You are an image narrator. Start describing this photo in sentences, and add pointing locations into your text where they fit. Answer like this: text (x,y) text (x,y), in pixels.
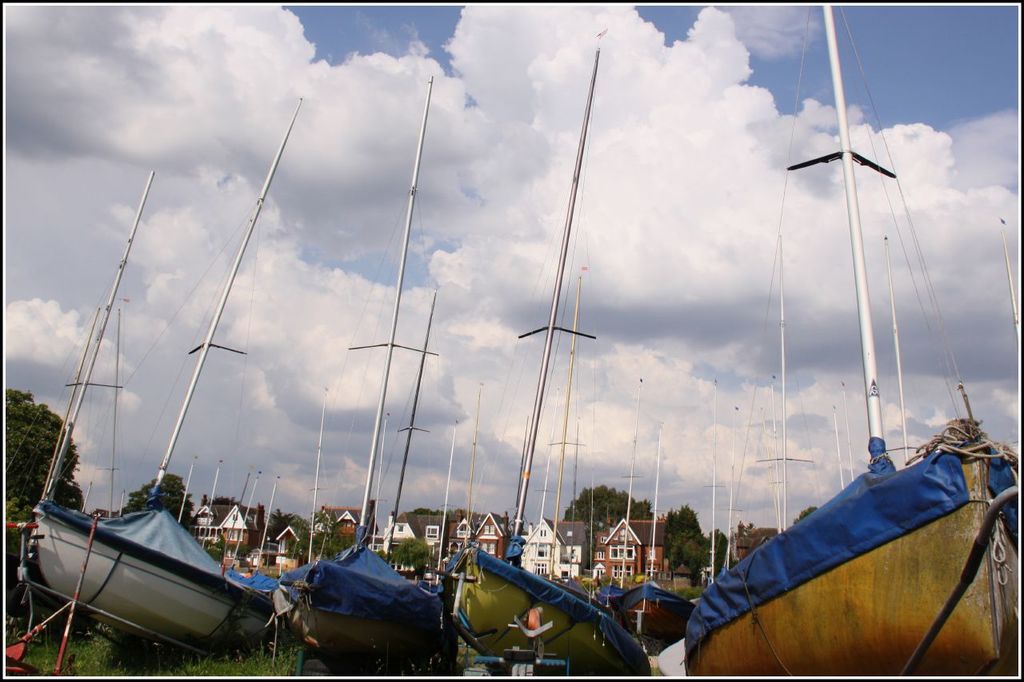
In the image there are boats (228,607) and there are masts (236,256) on the boats (603,622), in the background (402,513) there are houses (449,525) and trees (66,430).
